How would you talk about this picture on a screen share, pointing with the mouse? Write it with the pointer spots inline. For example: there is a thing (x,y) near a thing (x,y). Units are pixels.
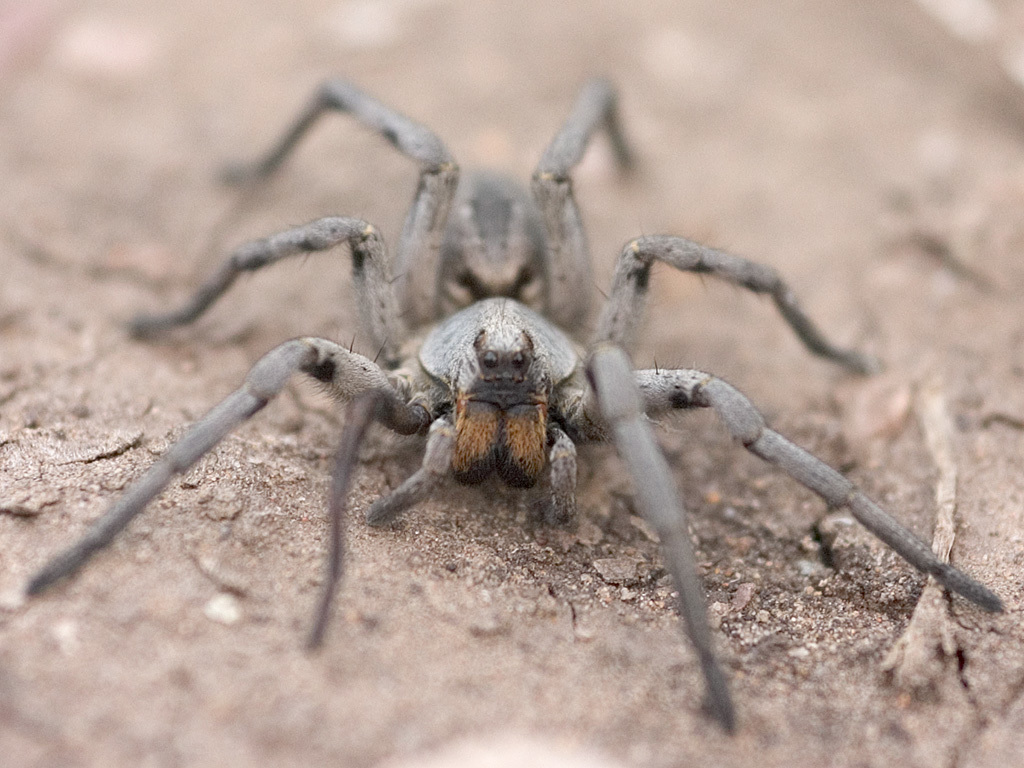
In this picture I can see a spider (370,100) on the sand (787,520), and there is blur background (903,71).
